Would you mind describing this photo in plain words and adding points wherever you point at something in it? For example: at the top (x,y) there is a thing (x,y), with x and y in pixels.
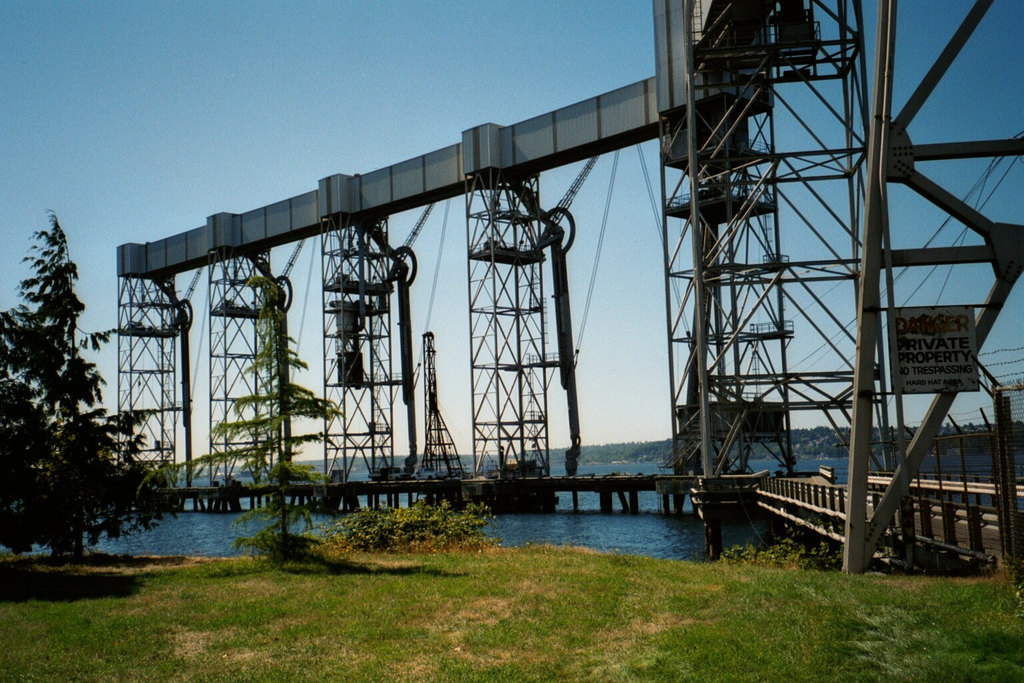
In the center of the image (411,410) we can see a bridge (411,410). In the background of the image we can see the trees (646,459), water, wires (639,154). On the right side of the image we can see a board (893,325). On the board (933,363) we can see the text (913,352). At the bottom of the image (379,620) we can see the ground (536,555). At the top of the image (332,55) we can see the sky (414,291).
